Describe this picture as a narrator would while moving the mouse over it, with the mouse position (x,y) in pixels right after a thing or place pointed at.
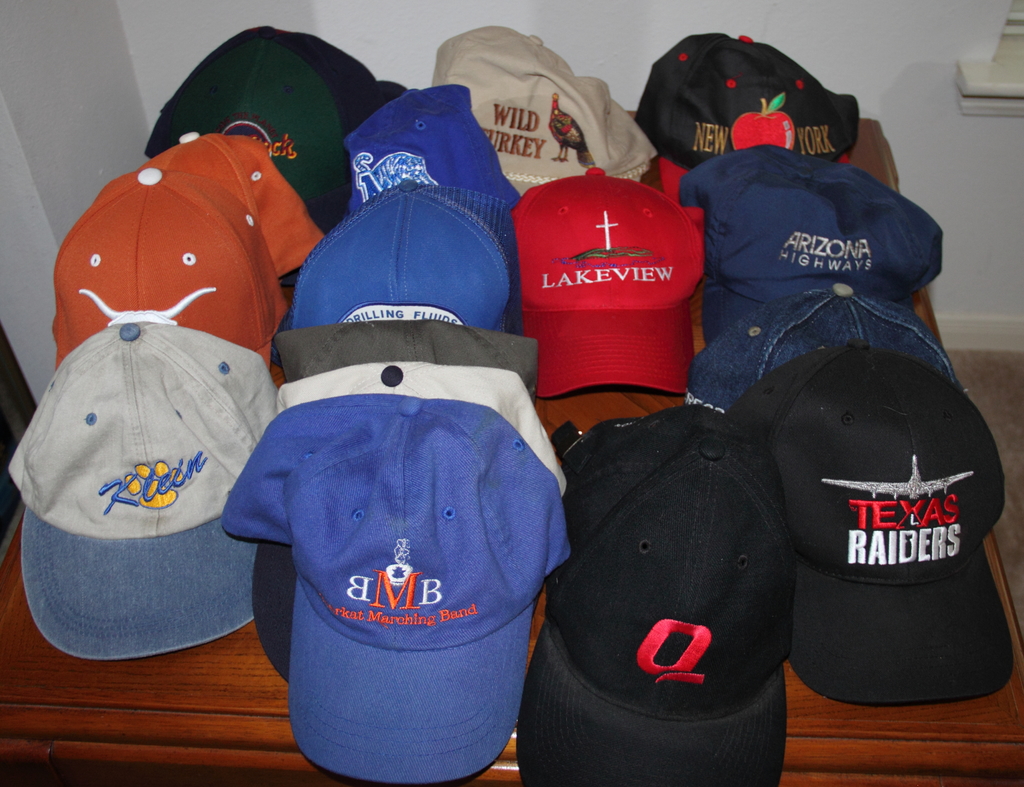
As we can see in the image there is a white color wall (932,129) and table (171,688). On table (171,688) there are different colors of caps (413,383).
